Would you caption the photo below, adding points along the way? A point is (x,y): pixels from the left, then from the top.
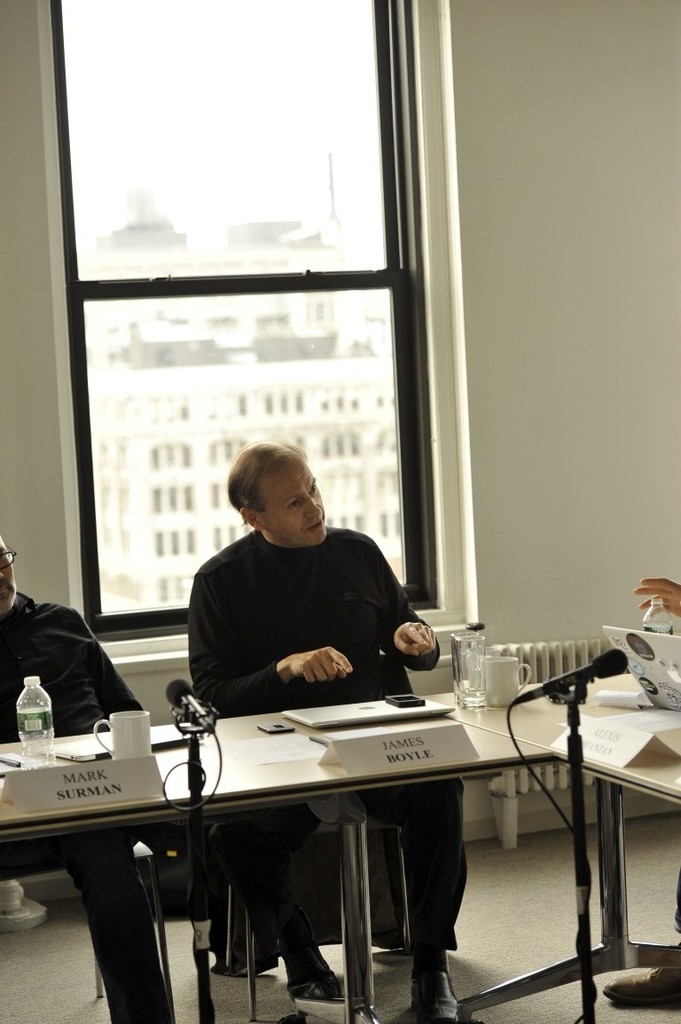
In this image there is a person (299,635) sat on the chair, beside this person (299,595) there is another person (56,652) and on the right side of the image (653,599) we can see the hand (643,605) of the other person (655,607), in front of them there is a table (605,802). On the table (235,776) there are two mikes (577,748), water bottle (40,727), name plates (393,754), cup (521,685), laptops (434,704) and a few other objects (630,723), behind them there is a glass window (178,360) and a wall (549,422). From the glass window (213,432) we can see there are buildings (208,376).
